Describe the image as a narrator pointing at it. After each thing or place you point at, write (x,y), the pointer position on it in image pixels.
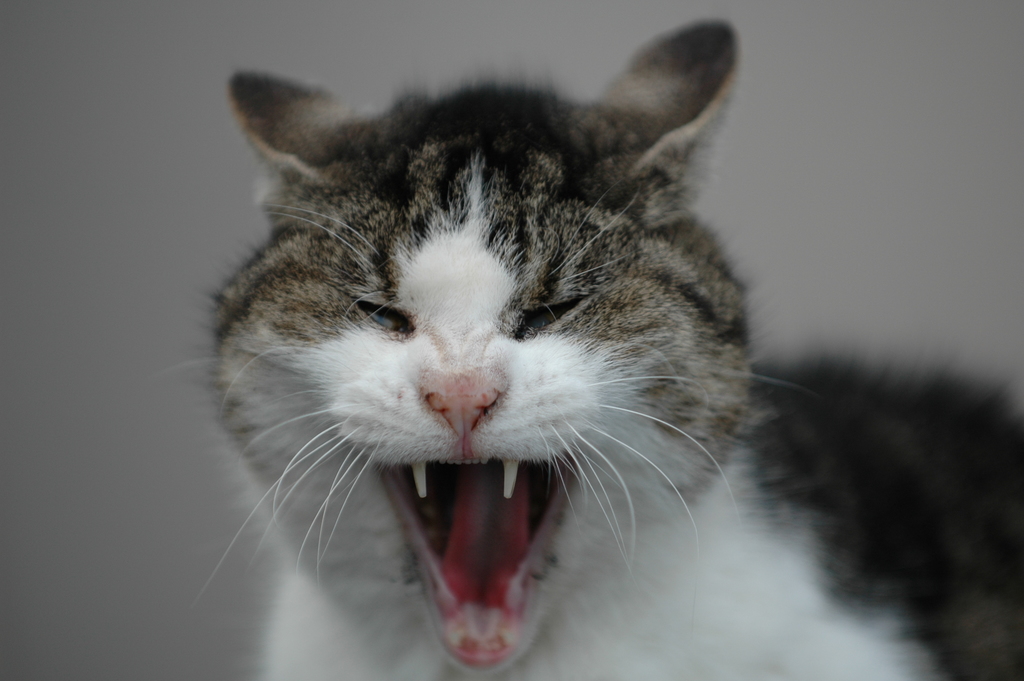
The picture consists of a cat (596,439). The edges are blurred.
